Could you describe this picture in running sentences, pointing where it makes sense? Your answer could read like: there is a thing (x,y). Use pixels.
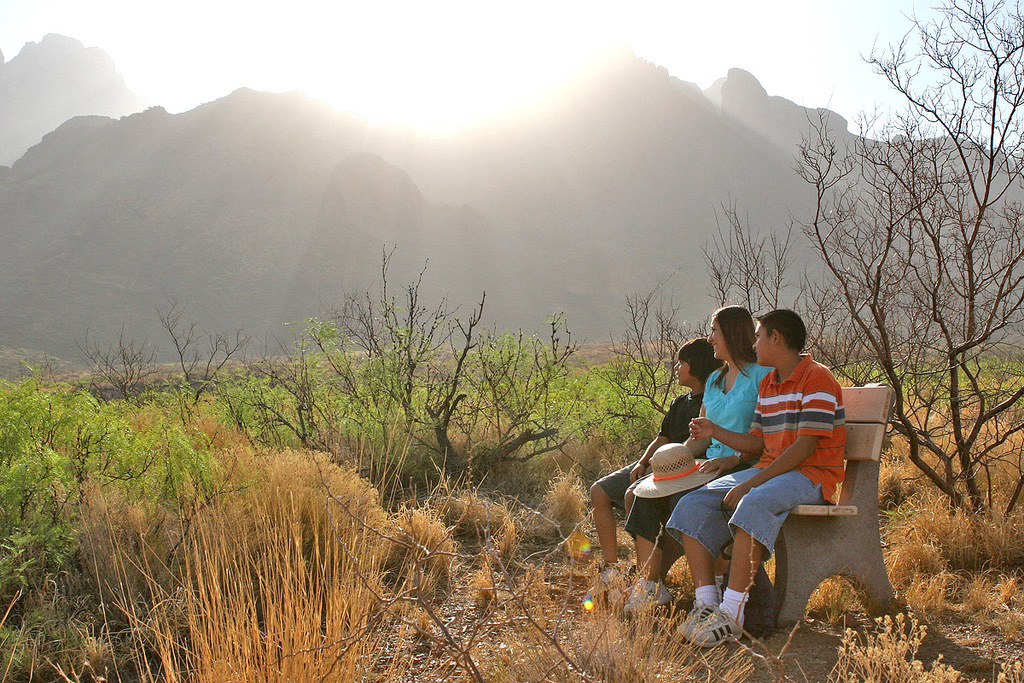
In this image we can see three people (732,463) sitting on the bench (815,520). There is a hat (682,467). At the bottom (351,578) there is grass (216,558) and trees (845,267). In the background (476,224) there are hills (280,187) and sky (531,29).
